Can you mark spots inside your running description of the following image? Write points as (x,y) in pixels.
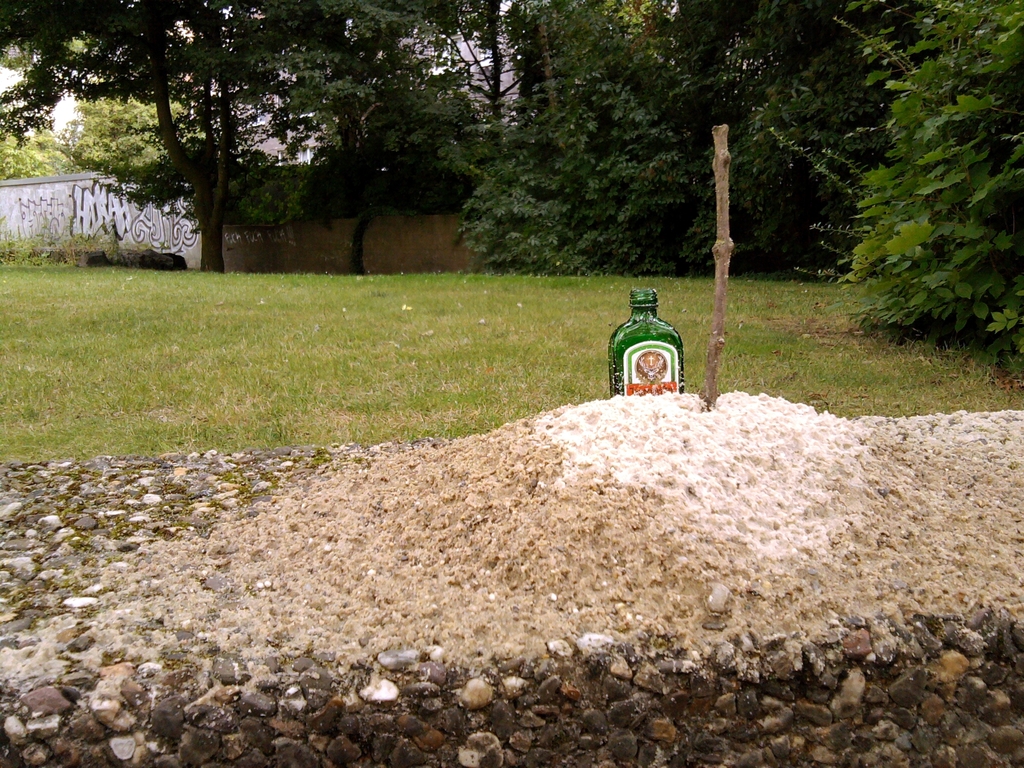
In this image I can see a glass bottle (652,311) in sand (629,438). In the background (221,171) I can see few trees (496,108) and a wall (86,203).
